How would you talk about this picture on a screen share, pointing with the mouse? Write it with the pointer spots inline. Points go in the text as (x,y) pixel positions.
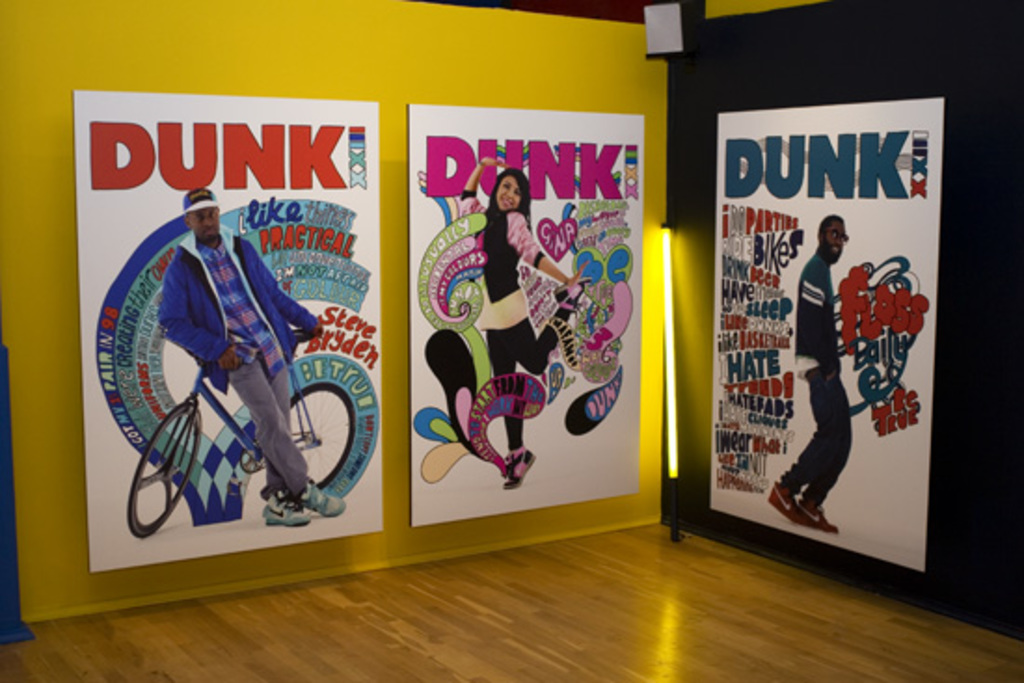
In this image we can see posters (623,214) on walls (329,82). On the posters (311,252) we can see people (825,329). Also something is written on the poster (487,285). On the left side poster (239,404) there is a cycle (195,416). Also we can see a light (666,326).
